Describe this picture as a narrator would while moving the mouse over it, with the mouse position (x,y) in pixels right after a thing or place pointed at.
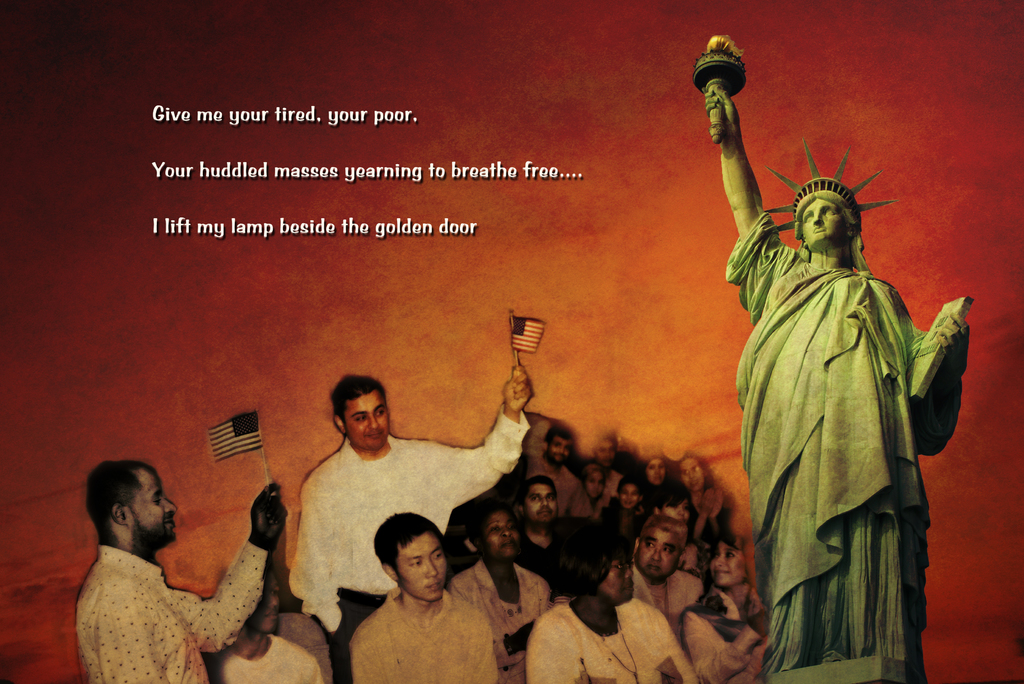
In this image, we can see two persons (357,472) wearing clothes (220,592) and holding flags (244,445) with their hands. There are some persons (657,465) wearing clothes (667,632) at the bottom of the image (586,653). There is a statue of liberty (756,358) on the right side of the image (820,325).
